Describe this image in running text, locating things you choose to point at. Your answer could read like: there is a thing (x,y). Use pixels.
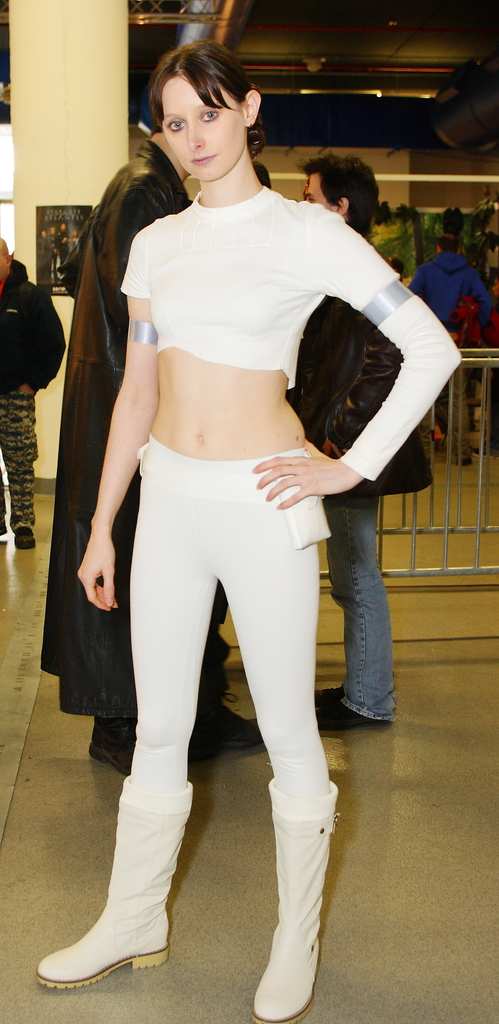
In this image I can see a woman (233,430) standing and wearing white dress (296,675) and white shoe (311,912). Back Side I can see few people (163,196) and one is holding bag (373,484). I can see a fencing (448,510) and pamphlet (53,219) is attached to the pillar (73,131).
